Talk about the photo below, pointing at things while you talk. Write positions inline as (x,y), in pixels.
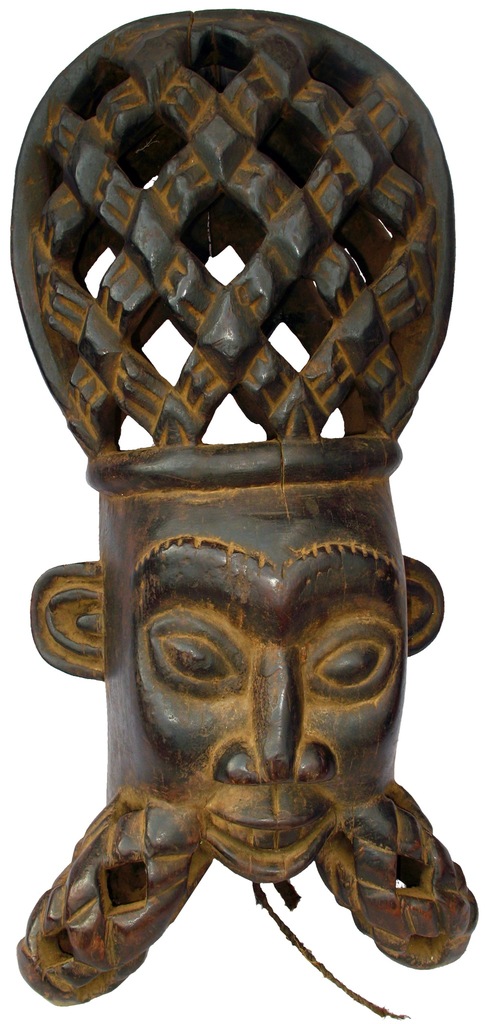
We can see statue of a person face (244,699). In the background (427,527) it is white.
